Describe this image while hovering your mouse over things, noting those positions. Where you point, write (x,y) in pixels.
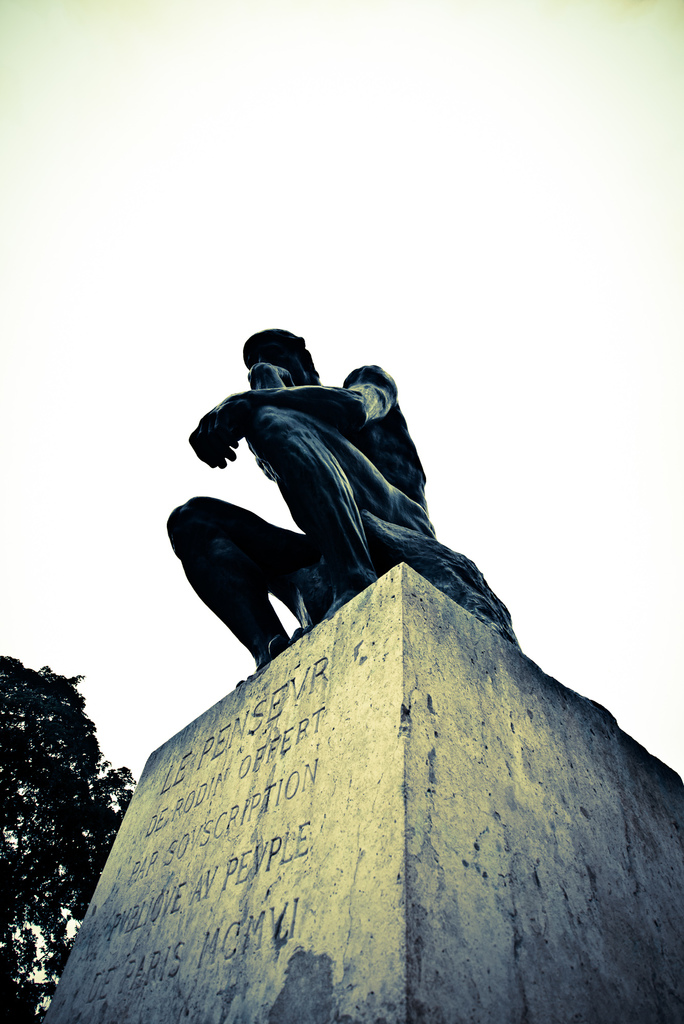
This image consists of a statue (182,510) in the middle (341,544). There is a tree (65,761) on the left side (67,725). There is sky (369,226) at the top (419,256).
